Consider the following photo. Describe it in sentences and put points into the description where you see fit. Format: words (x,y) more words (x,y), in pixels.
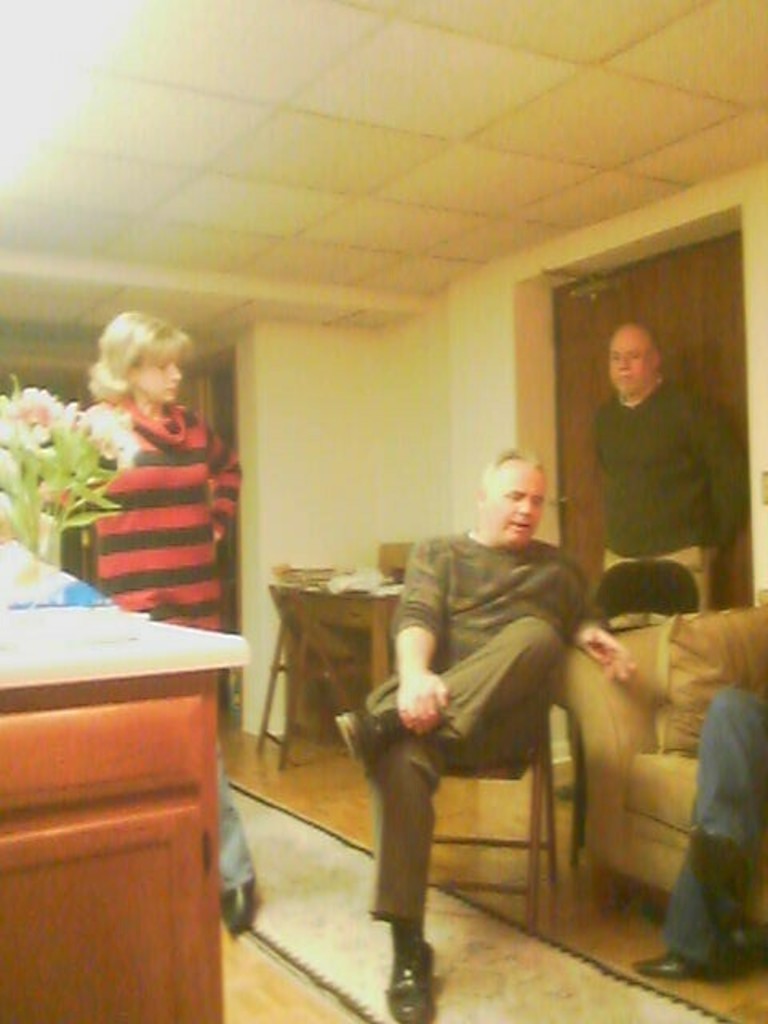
In this picture we can see two men (480,511) and one woman (187,493) where man (482,601) is sitting on chair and talking and beside to him we have a sofa (621,749) with pillows (697,648) on it and at back of them table (360,591), chair (329,673) and on table (82,674) we have vase (38,556) with flower (79,501) and in background (418,350) we can see wall (263,337).
